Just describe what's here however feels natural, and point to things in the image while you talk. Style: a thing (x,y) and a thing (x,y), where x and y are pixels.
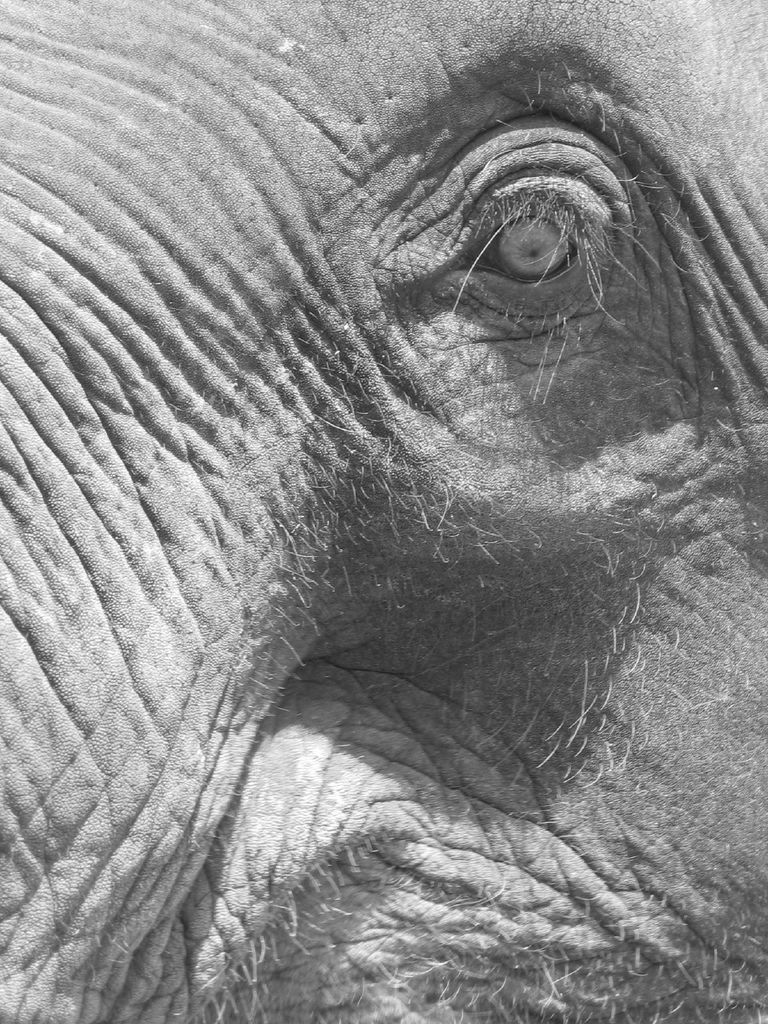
In this black and white picture there is an eye (556,272) of an elephant (449,503). There are hairs (306,602) on the body (430,690) of the elephant (503,778).
